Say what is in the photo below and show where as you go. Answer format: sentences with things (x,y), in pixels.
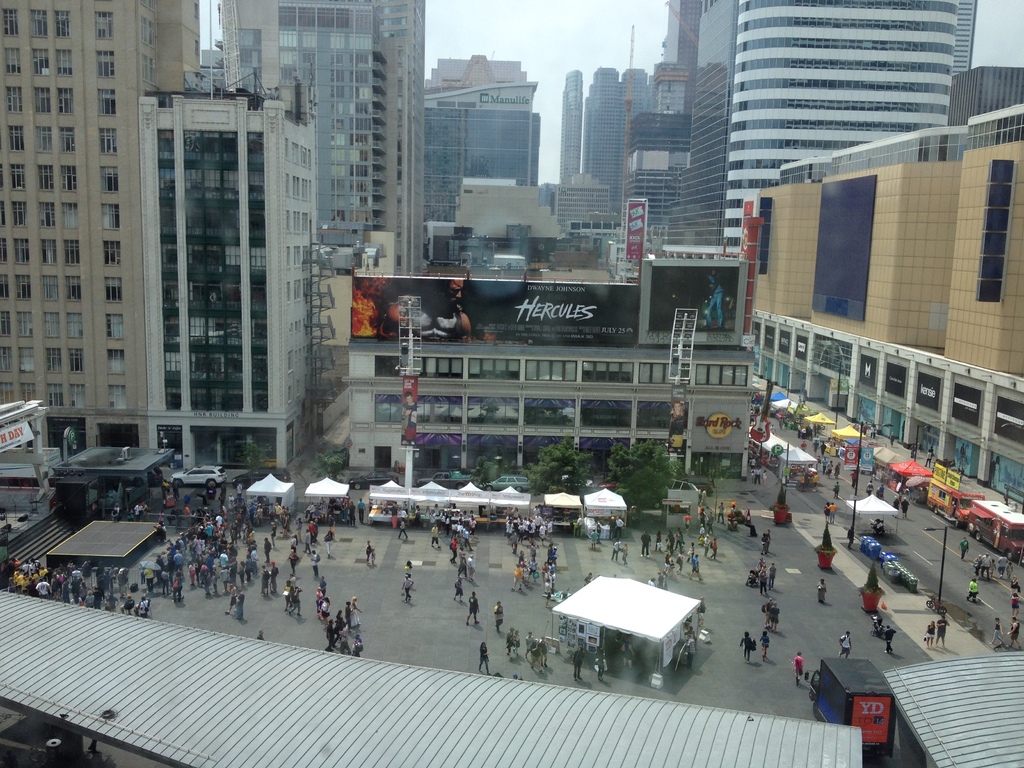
In the center of the image (518,404) there are buildings (784,366). At the bottom (633,589) we can see tents (617,497), trees (567,481), cars (238,478) and vehicles (952,506). There are people (473,566) walking and we can see sheds (371,702).
